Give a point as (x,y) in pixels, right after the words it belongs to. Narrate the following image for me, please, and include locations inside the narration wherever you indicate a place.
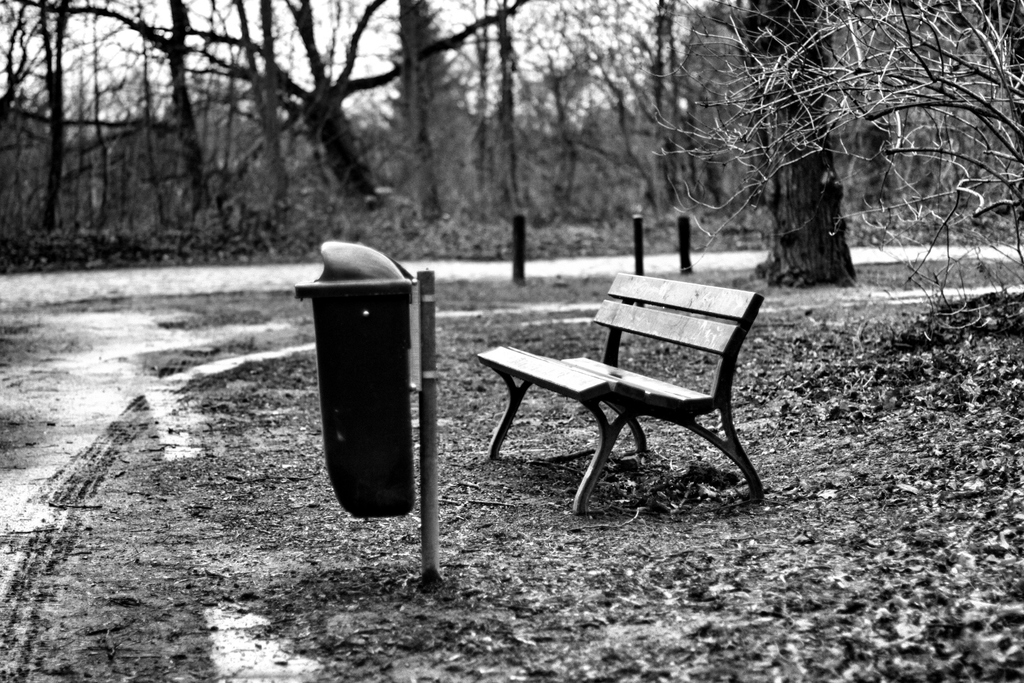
There is a park bench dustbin (369,400).
